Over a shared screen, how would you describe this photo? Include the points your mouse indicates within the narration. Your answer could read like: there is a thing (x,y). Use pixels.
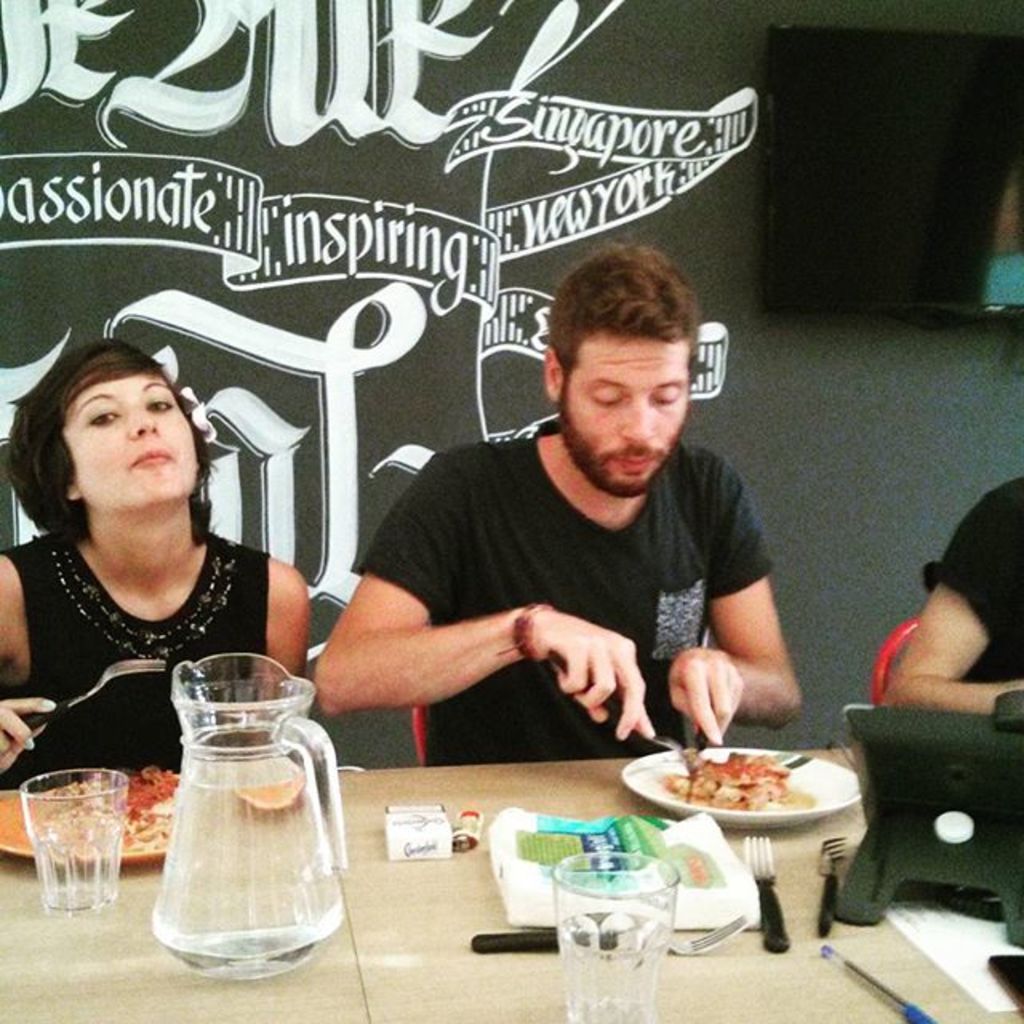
In this picture few people (543,564) are seated on the chair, and they are eating, in front of them we can find couple of glasses (631,905), a jug (273,852), forks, papers (981,971), pen (914,1023) on the table (806,965), in the background (521,279) we can see a wall (361,200).
